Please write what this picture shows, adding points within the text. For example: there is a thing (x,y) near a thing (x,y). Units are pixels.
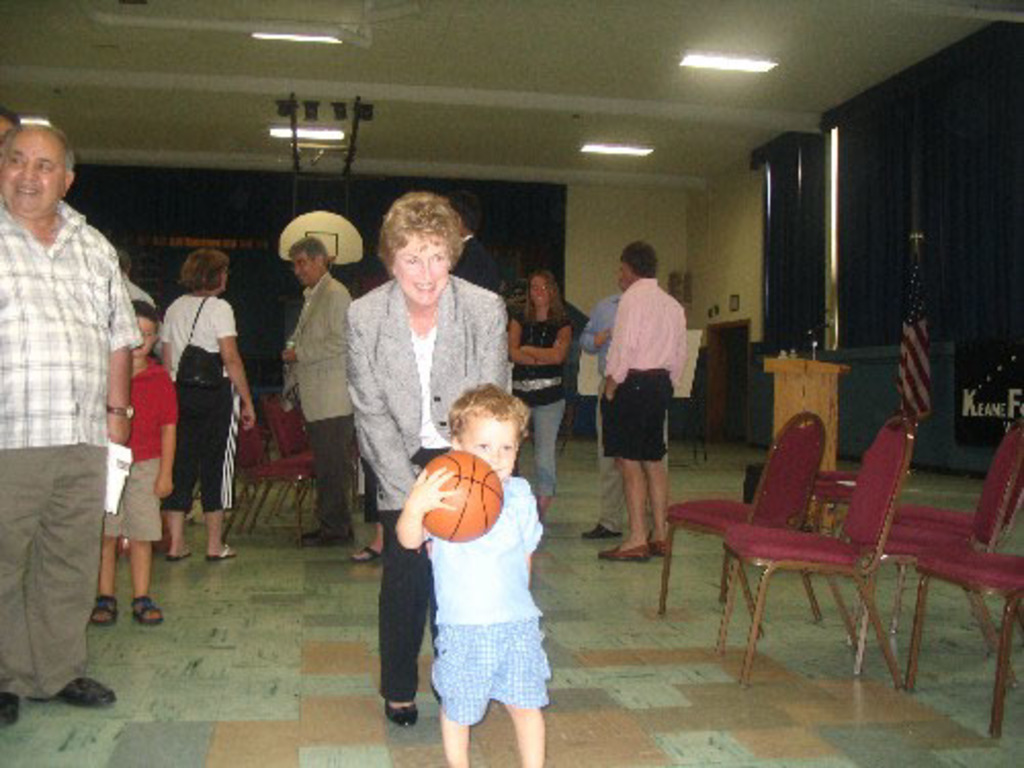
In this image there is one boy (504,625) standing at bottom of the image (493,609) is holding a ball (449,538) which is in orange color. There is one women (361,435) standing behind him is wearing black color shoes (410,716) and black color pant (417,612) and there are some chairs (967,524) at right side of this image (933,508) and there are some curtains (879,255) at right side of this image (875,264). There are three persons (628,307) standing at right side of this image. one person (650,343) is wearing pink color shirt (643,340) and black color short (637,423) and there are some persons (330,364) standing at left side of this image (126,363). there are some lights (271,37) arranged at top of the image (709,68).
